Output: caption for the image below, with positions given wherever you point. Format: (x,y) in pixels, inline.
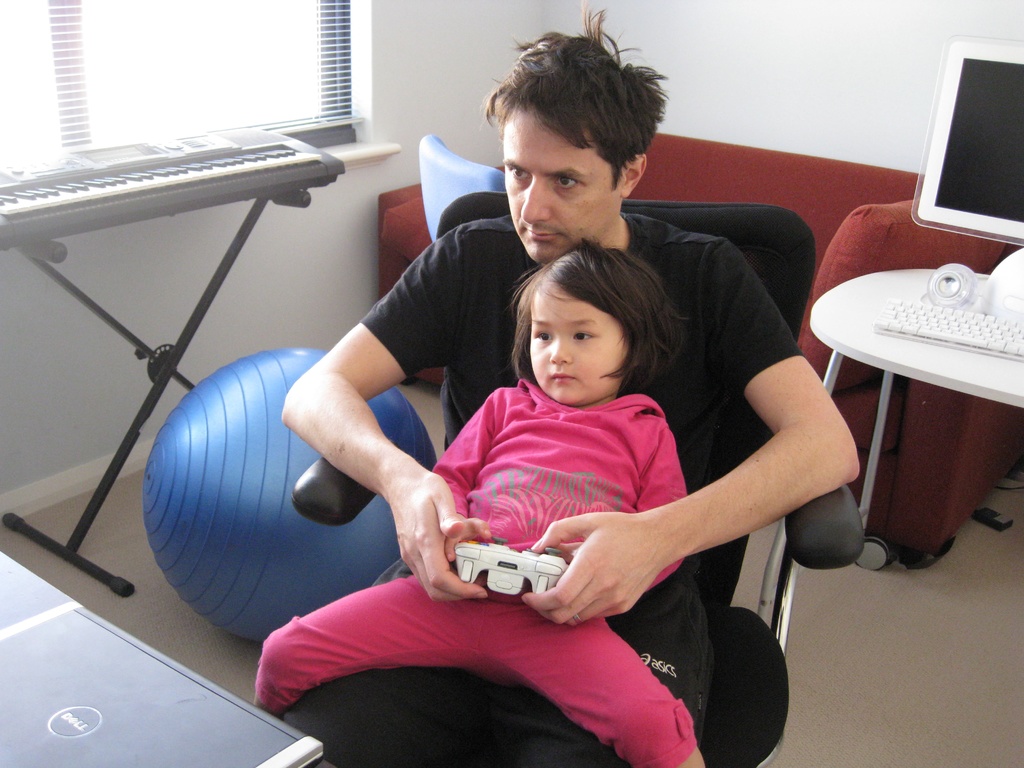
In this room (298,227) we can able to see piano keyboard (236,188), couch (919,463), on a table (930,347) there is a keyboard (995,326) and monitor (1021,182) and ball (236,410). These two persons (570,432) are sitting on a chair (737,404).
